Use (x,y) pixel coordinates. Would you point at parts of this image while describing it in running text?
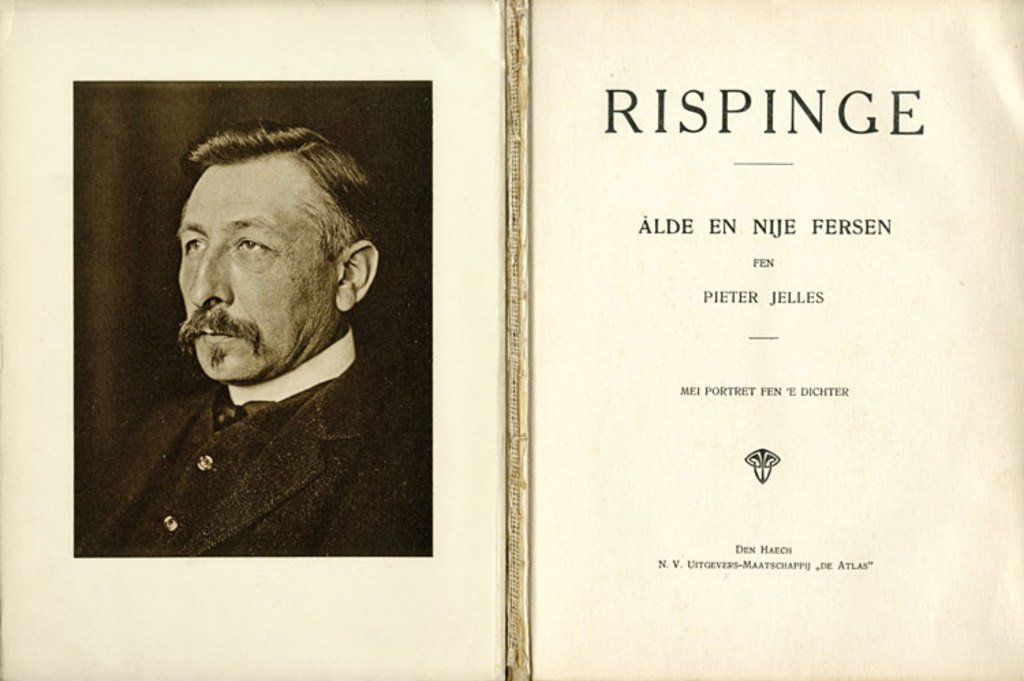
In the foreground of this open book (853,345), there is text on the right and image of a person (273,485) on the left (202,492).
